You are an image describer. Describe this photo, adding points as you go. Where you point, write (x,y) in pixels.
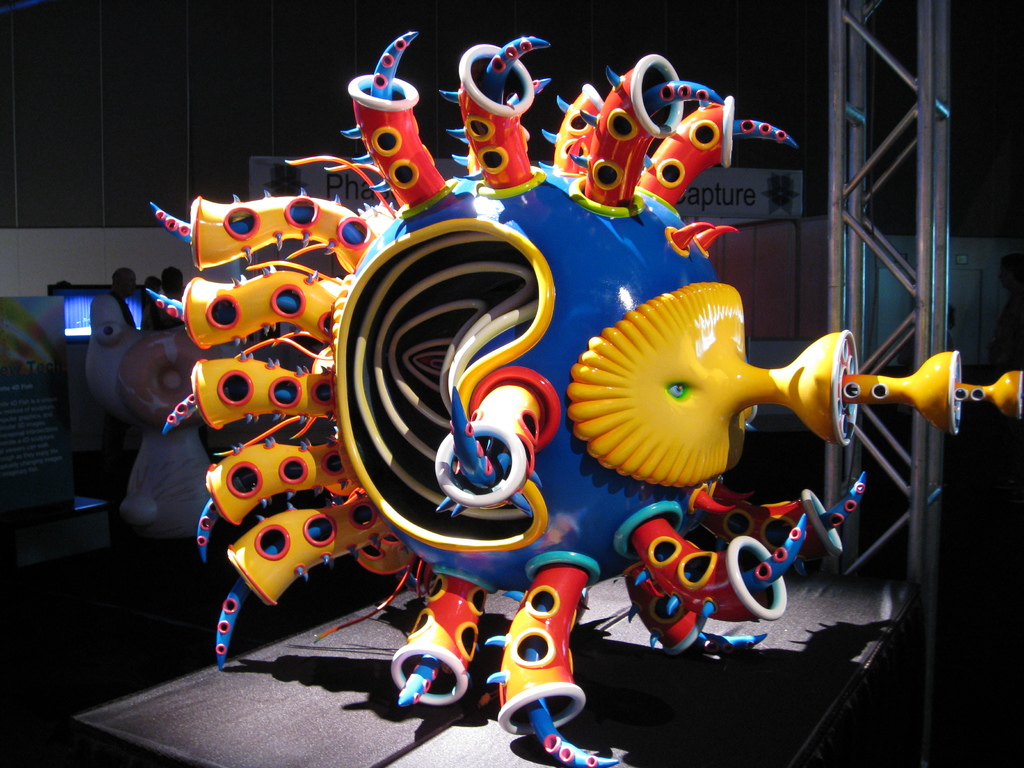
In this picture, we can see some decorated toys (630,616) on the ground (835,588), we can see poles (842,94), posters (782,215) with text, and the dark background (271,42).
